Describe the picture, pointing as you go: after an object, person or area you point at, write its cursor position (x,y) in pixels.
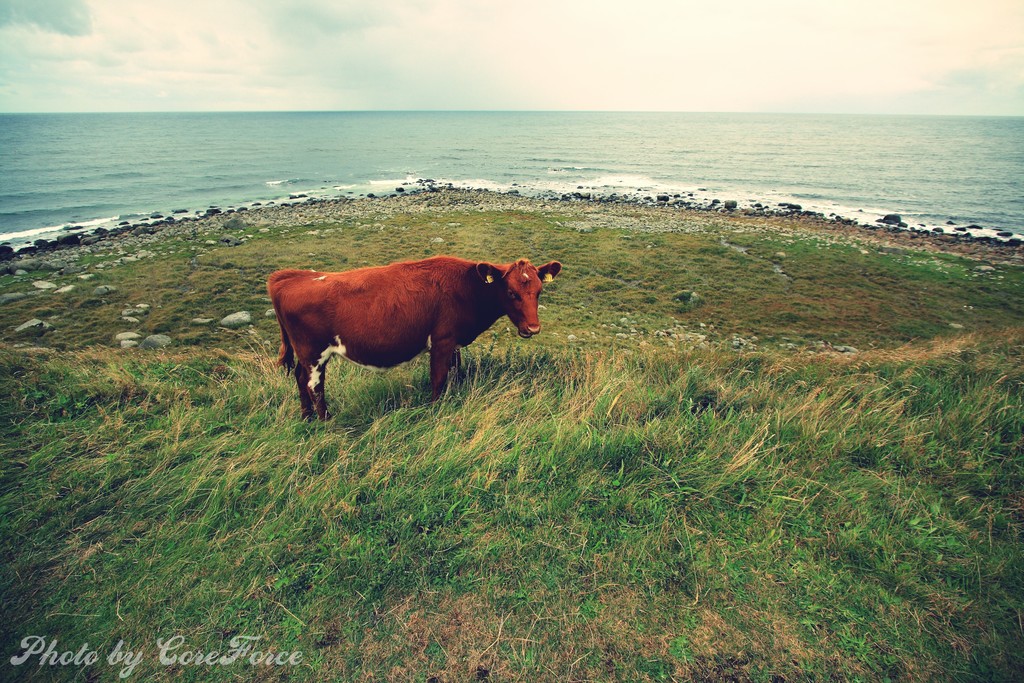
There is a cow (325,404) standing on the grass (426,459). In the back (65,216) there are rocks (238,319), water (485,137) and sky (408,86). And there is a watermark (238,652) on the left corner (166,658).
